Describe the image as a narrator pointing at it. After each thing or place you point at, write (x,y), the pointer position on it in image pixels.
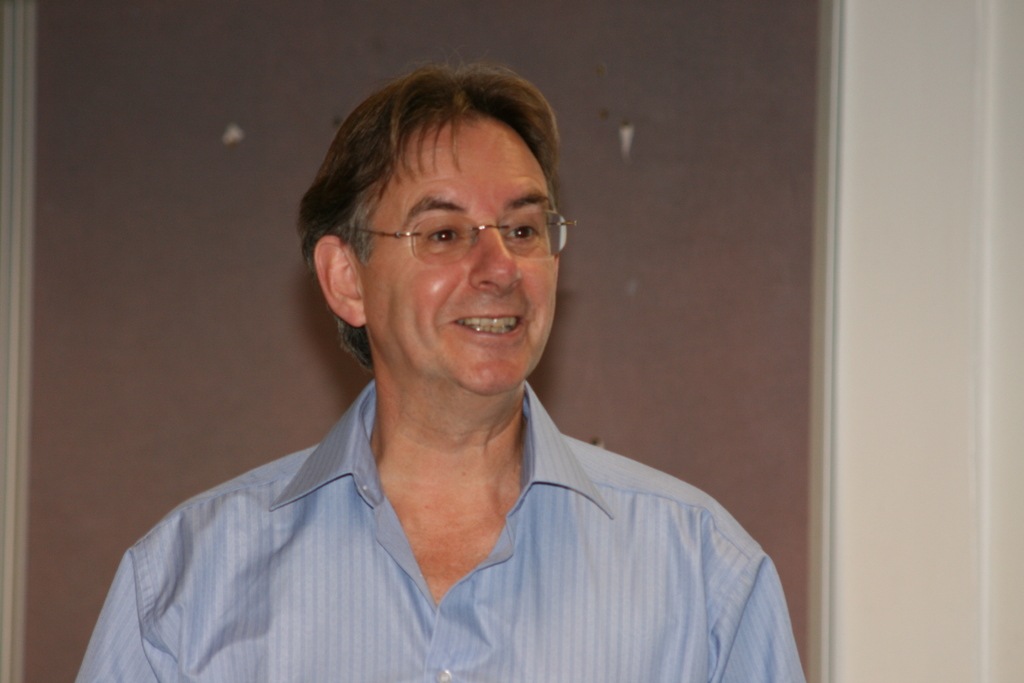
In this image I can see the person (454,572) wearing the blue color shirt (363,567) and also specs (418,253). He is smiling. And I can see the white and brown background (767,15).
